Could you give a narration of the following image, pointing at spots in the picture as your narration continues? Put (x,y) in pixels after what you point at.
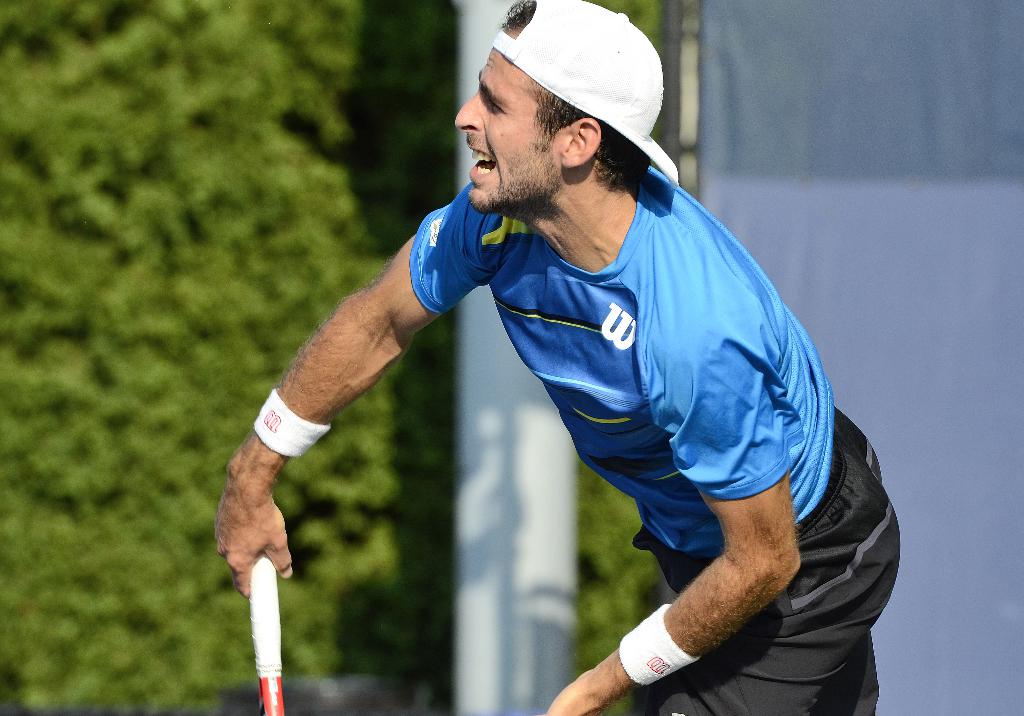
In this image there is a man (657,616) with hat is standing and holding an object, and there is blur background (23,143).
